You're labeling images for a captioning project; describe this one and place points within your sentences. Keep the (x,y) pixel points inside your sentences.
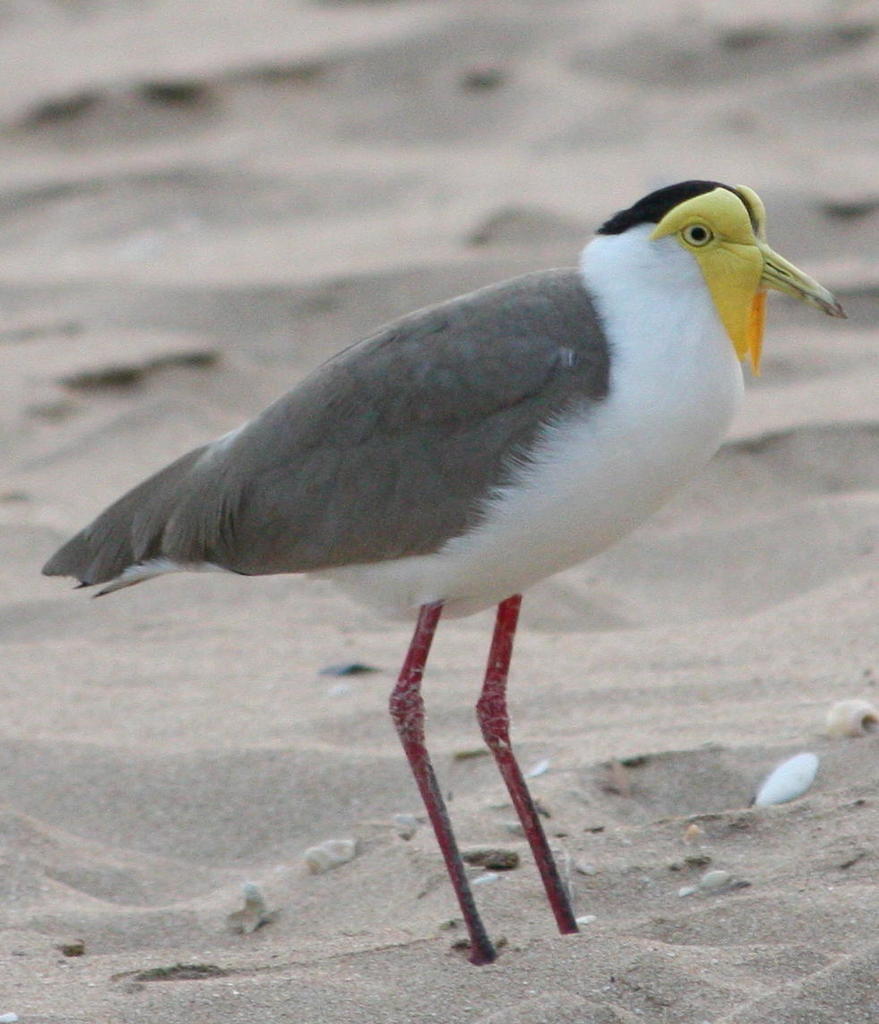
In this picture we can see one bird (548,864) is standing on the sand (220,676).
